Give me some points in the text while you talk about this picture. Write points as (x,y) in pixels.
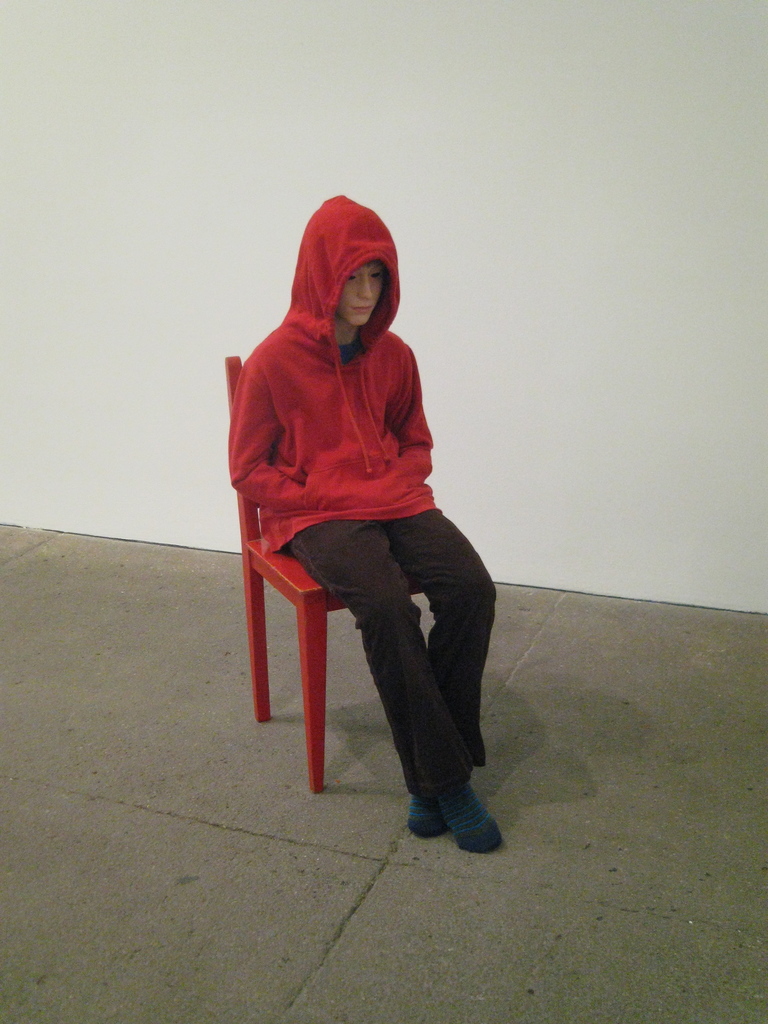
Here we can see a person (340,560) sitting on the chair (308,625) and the person (360,611) is wearing clothes (387,607) and socks (454,796). Here we can see the floor (464,864) and the wall (536,341).
